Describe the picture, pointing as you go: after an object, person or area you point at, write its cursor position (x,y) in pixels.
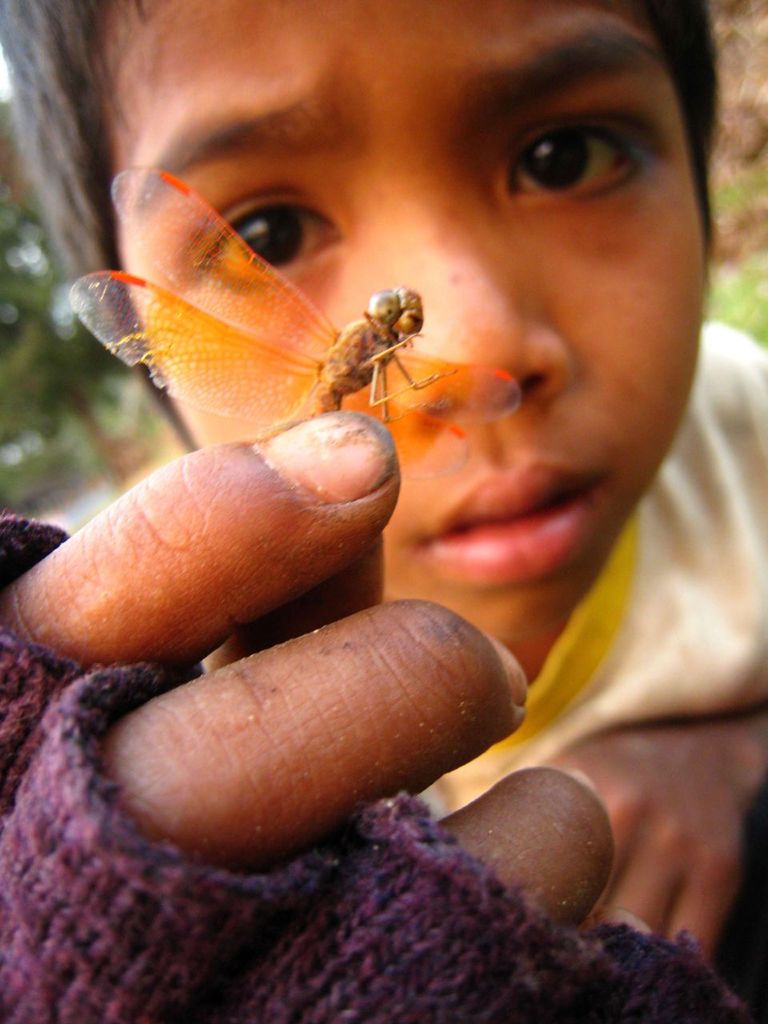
In this picture there is a child (505,615) who is wearing t-shirt (673,573). He is holding a insect (436,382). On the back (753,263) we can see grass (753,263) and trees (80,461).
